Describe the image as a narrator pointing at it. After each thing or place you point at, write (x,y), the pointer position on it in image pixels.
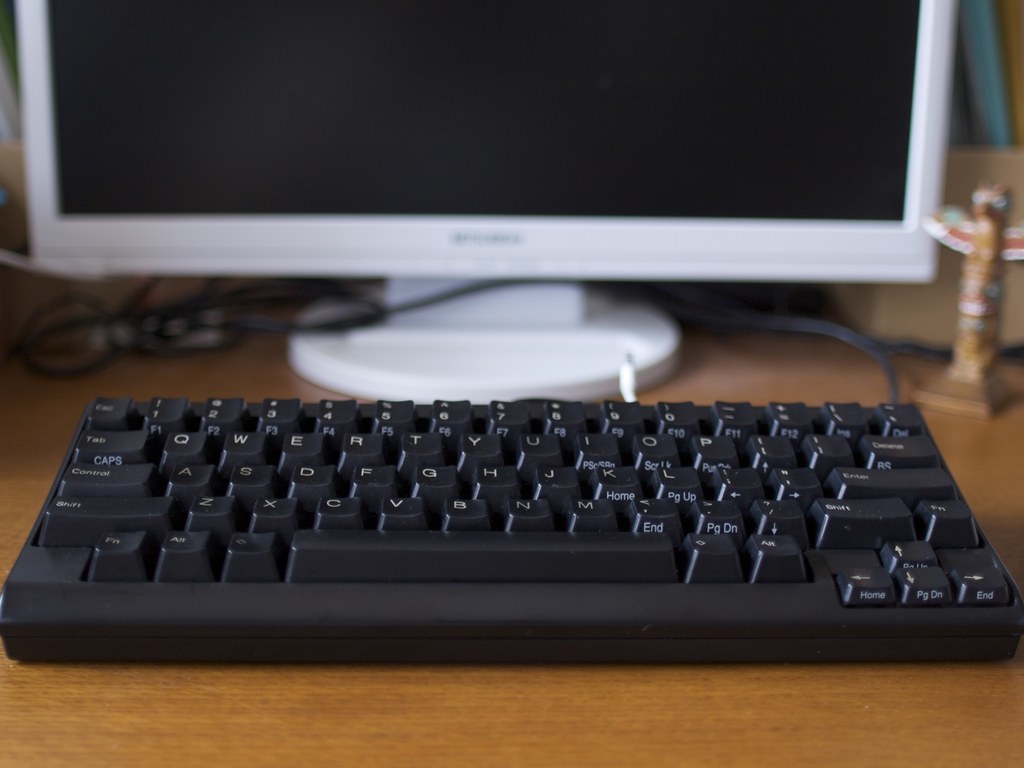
In this image I can see a keyboard (648,514) and a monitor (391,166).
